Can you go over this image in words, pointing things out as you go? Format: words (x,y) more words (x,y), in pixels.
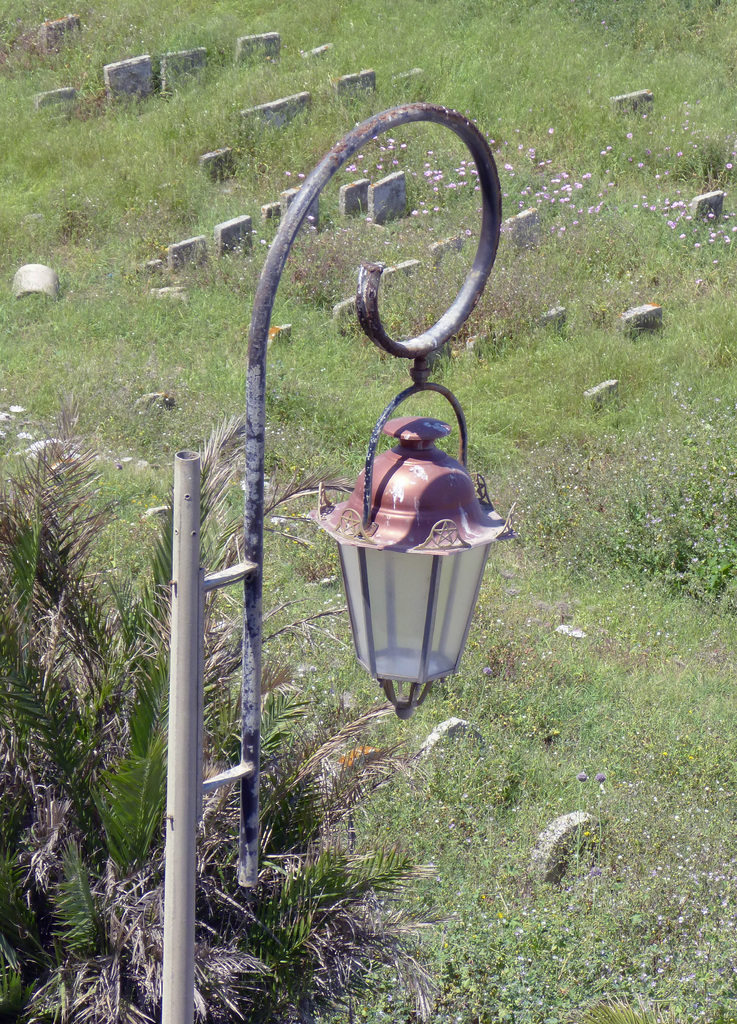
This picture is clicked outside. In the foreground (188,951) we can see the plants (79,887) and a lamp (456,497) hanging on the metal rod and we can see the green grass (429,96) and some other objects (504,224).
